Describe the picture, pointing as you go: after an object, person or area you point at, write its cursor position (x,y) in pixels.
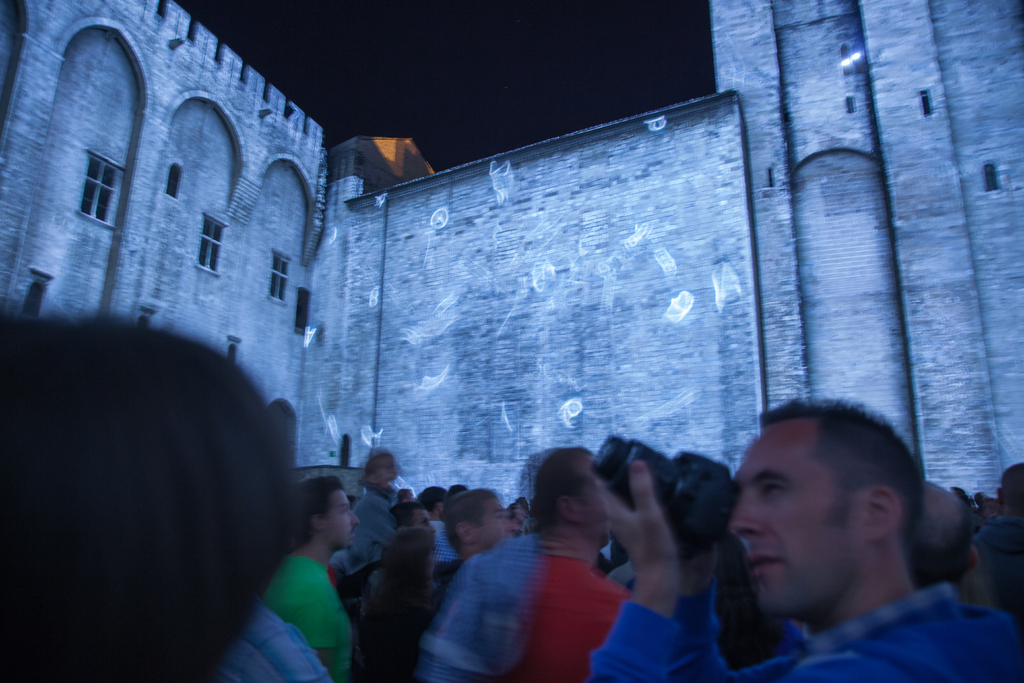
In this image we can see a group of people (424,582). In that a man (657,584) is holding a camera (624,478). On the backside (560,347) we can see the depiction of a building (297,250).
